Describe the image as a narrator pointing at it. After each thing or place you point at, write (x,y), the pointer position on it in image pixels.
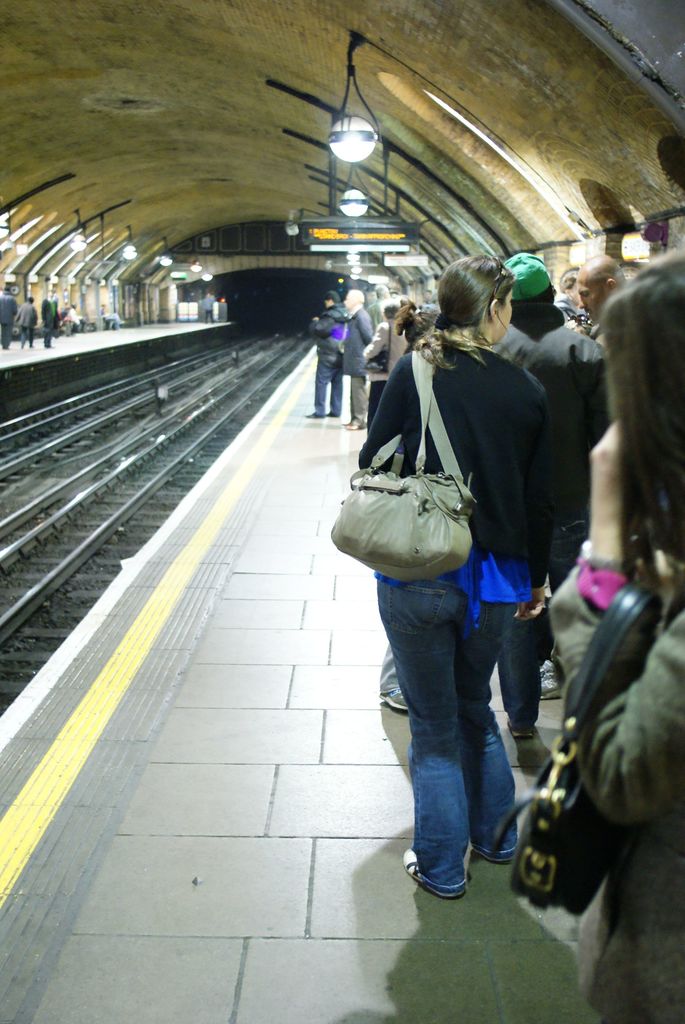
In this picture we can see some persons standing on the platform (285,864). This is railway track (97,442). And these are the lights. And this is the roof (185,122).
